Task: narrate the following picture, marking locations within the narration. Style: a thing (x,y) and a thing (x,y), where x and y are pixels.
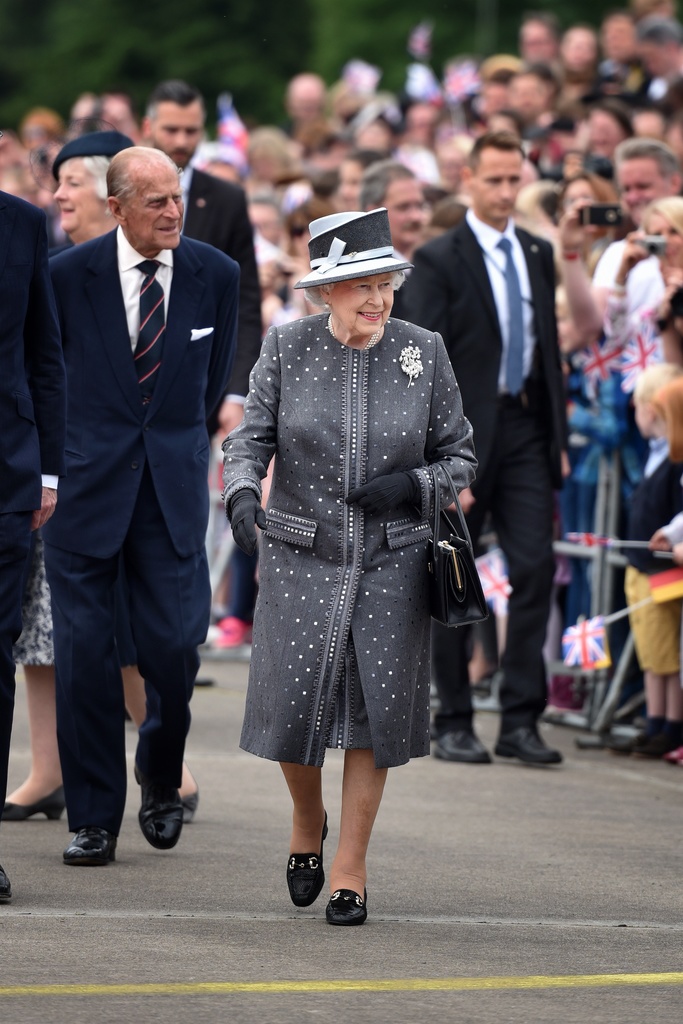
There is a woman (329,742) walking on the road (426,1006) and carrying a handbag (441,553) on her hand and she wore a hat (312,254) on her head (370,308). In the background (93,343) there are few people (243,264) walking on the road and on the right (548,194) there are few people (642,260) standing at the fence (620,667) and kids (659,511) are holding flags (600,649) in their hand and few people (594,243) are capturing pics and there are trees (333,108).
